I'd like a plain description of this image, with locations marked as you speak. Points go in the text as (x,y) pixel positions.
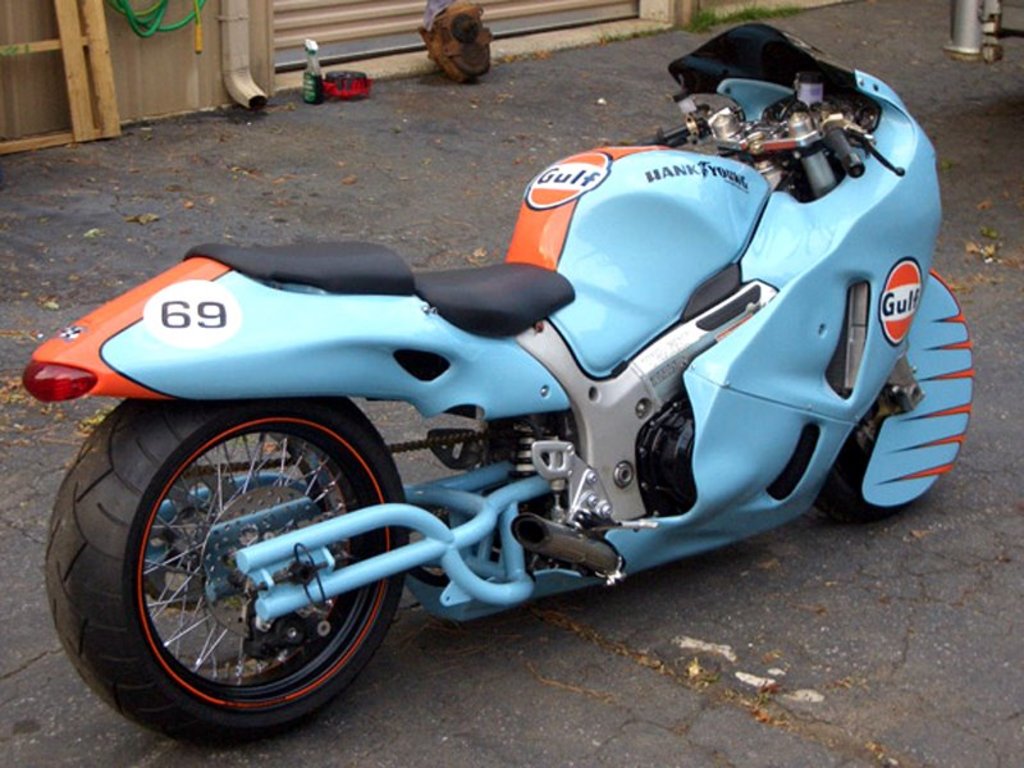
In this image we can see a bike (382,342) parked on the road (934,550). We can also see the bottle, pipes (154,23), shutter (409,45) and also some other objects (446,11).
